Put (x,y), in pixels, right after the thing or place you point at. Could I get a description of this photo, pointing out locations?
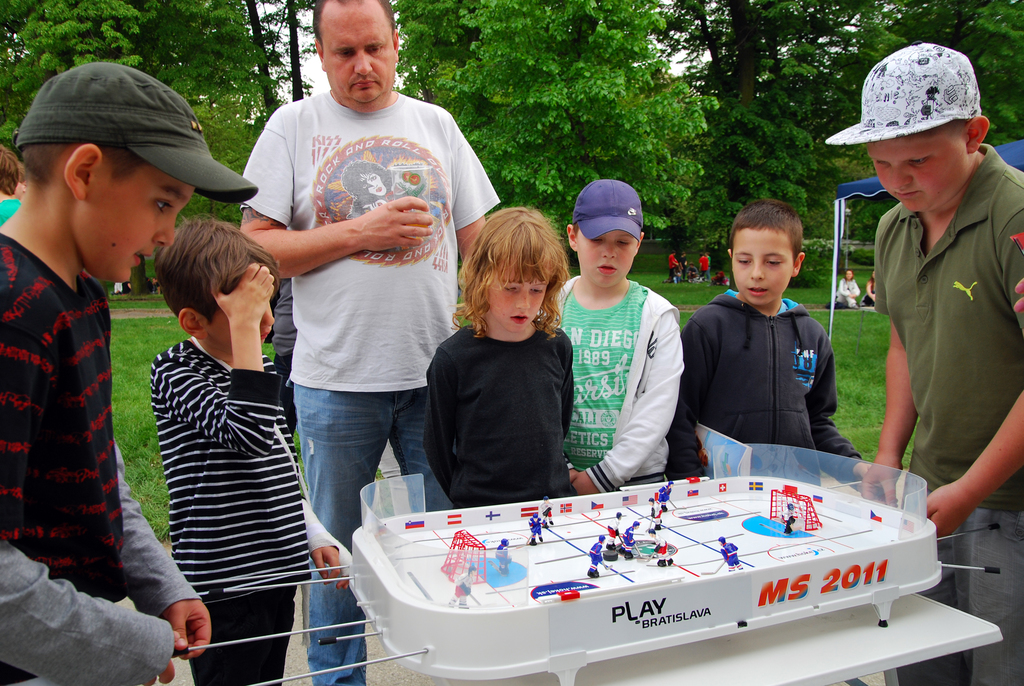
This picture is clicked in a garden (709,170). There are few children (154,415) playing table hockey (776,591). There is tent (871,197) to the right corner (865,190). In the background (758,112) there are trees (615,98), sky (680,65) and grass (684,299) on the ground (699,290). In the background (694,271) there are few people (858,290).
